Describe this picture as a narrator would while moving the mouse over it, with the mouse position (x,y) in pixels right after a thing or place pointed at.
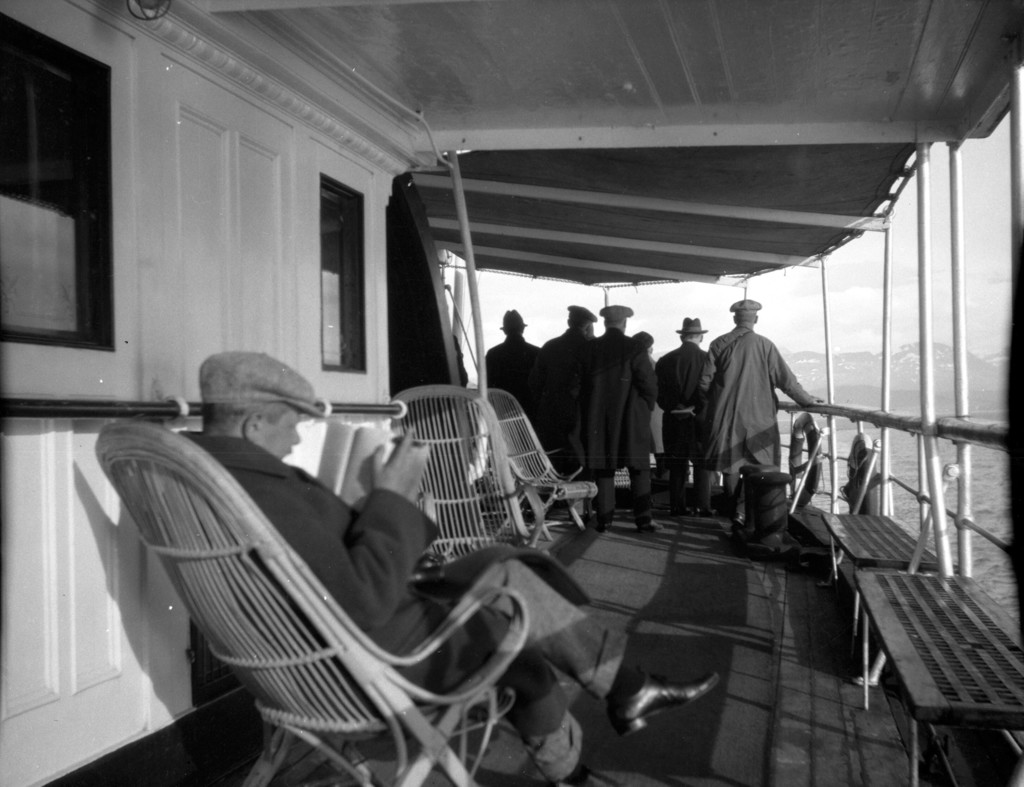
In this picture I can see a boat (805,506) in the water (909,466) and few people (718,481) are standing and I can see a man (359,602) seated and reading a book (348,430) and I can see few chairs (459,467) and benches (907,575) and I can see a hill (853,383) and a cloudy sky (841,337).
